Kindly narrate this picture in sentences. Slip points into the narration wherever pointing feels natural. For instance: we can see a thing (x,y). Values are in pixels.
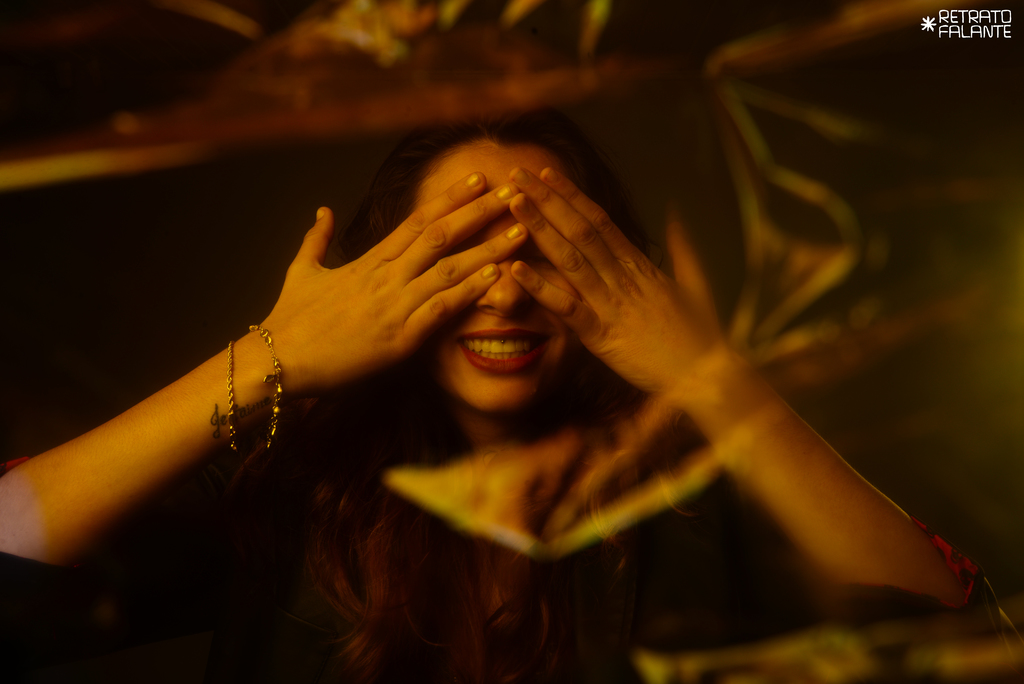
This is a woman (427,515) wearing accessories (274,403).
